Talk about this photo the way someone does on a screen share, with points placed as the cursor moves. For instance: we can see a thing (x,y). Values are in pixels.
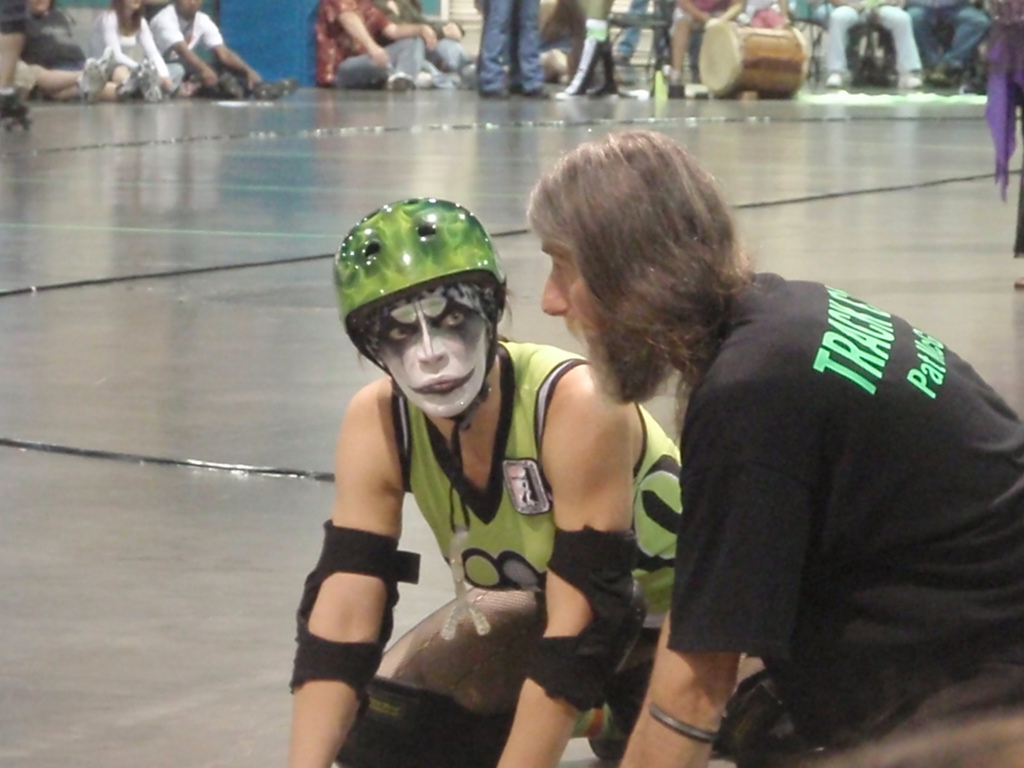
In this image there are two persons (577,528) towards the bottom of the image (661,539), there is a woman (653,477) wearing a helmet (407,267), there is a man (878,487) wearing a T-shirt (854,432), there is text (855,336) on the T-shirt (848,359), there are group of persons (590,56) towards the top of the image (130,52), there is a musical instrument (744,73) on the floor (304,254), there is an object (1000,87) towards the right of the image (1006,153), there is a wall (273,48) towards the top of the image (277,35).
